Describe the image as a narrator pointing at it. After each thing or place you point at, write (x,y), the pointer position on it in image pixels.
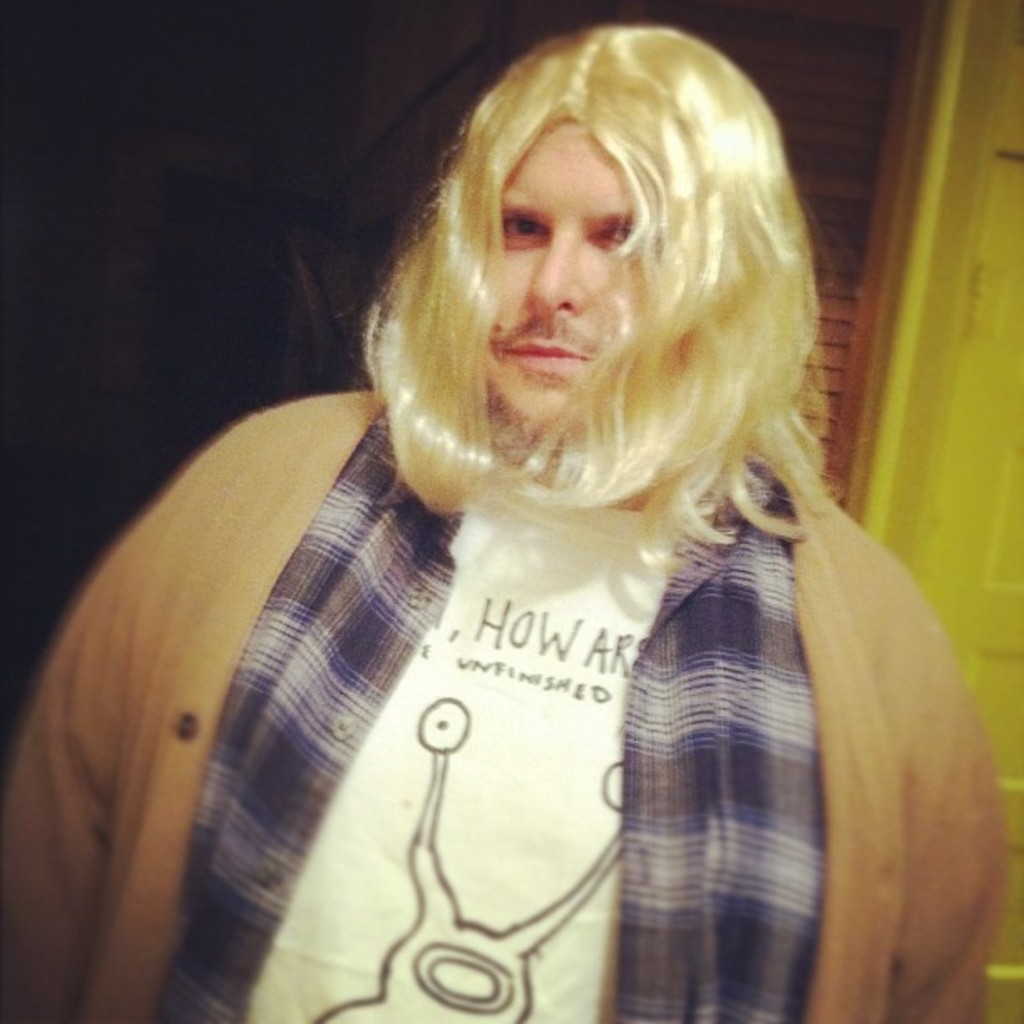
In this image we can see a man (539,749). In the background (283,308) the image is dark on the left side (217,194), an object (315,295), wooden object (803,161) and a door (938,289).
